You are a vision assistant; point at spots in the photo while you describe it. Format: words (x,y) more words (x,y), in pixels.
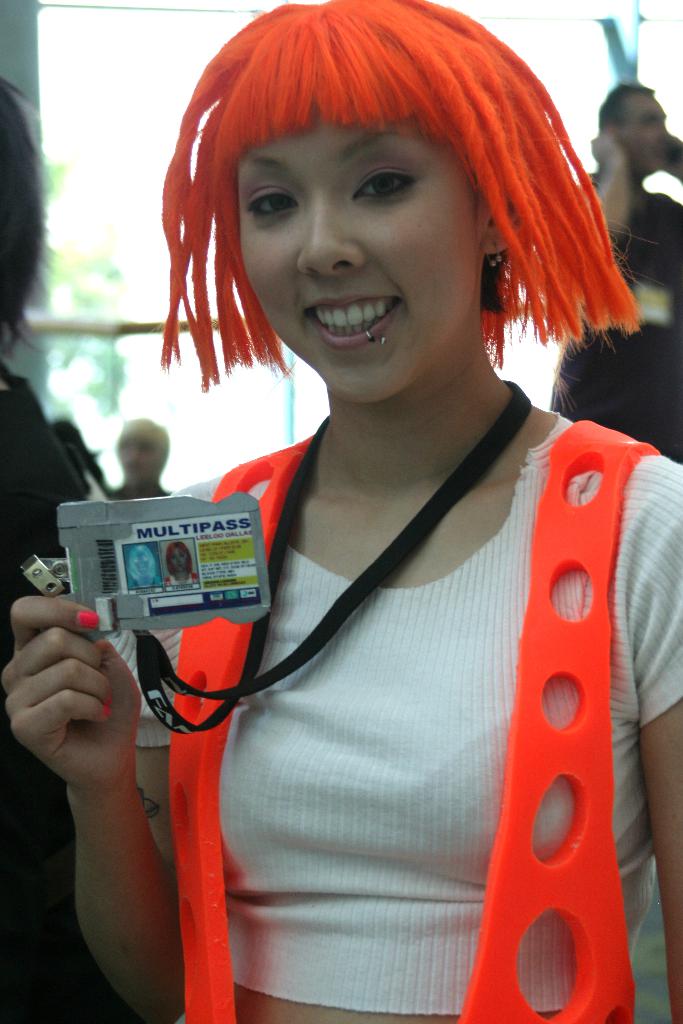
In this image I can see a person (211,486) wearing white top (356,680) and holding a badge (145,508). Back I can see few people (16,203) and it is blurred.
